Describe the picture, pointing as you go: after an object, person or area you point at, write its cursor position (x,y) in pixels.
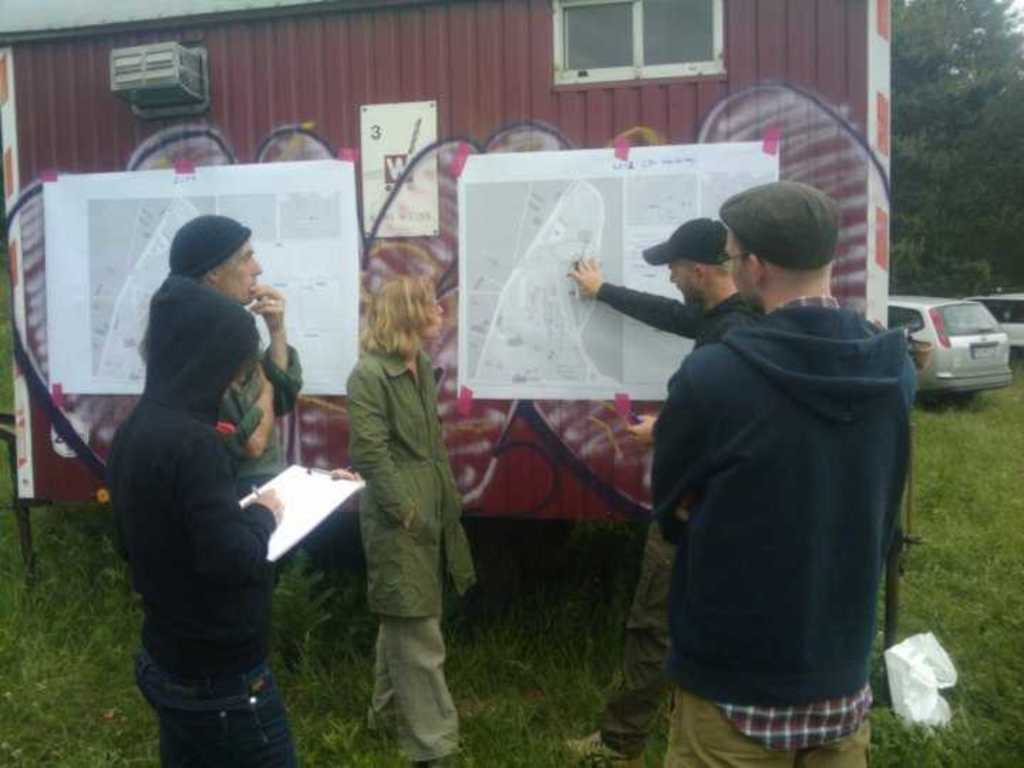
In this image I can see five people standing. In the middle of the image (408,271) it looks like a vehicle (394,247) and there are posters (519,193) attached to it. In the background (927,333) there are cars (951,325) and trees (915,196).
